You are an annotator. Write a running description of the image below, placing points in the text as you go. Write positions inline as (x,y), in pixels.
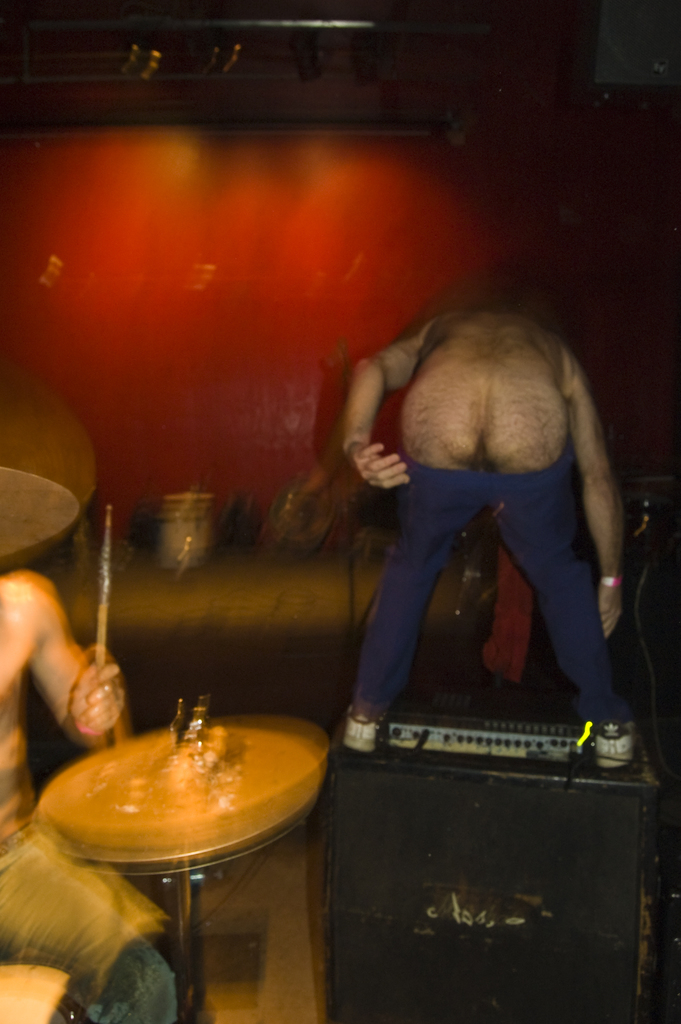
A person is playing drums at the left (76,896). A person (523,515) is bending wearing a blue trouser (371,619). The background is blurred.
